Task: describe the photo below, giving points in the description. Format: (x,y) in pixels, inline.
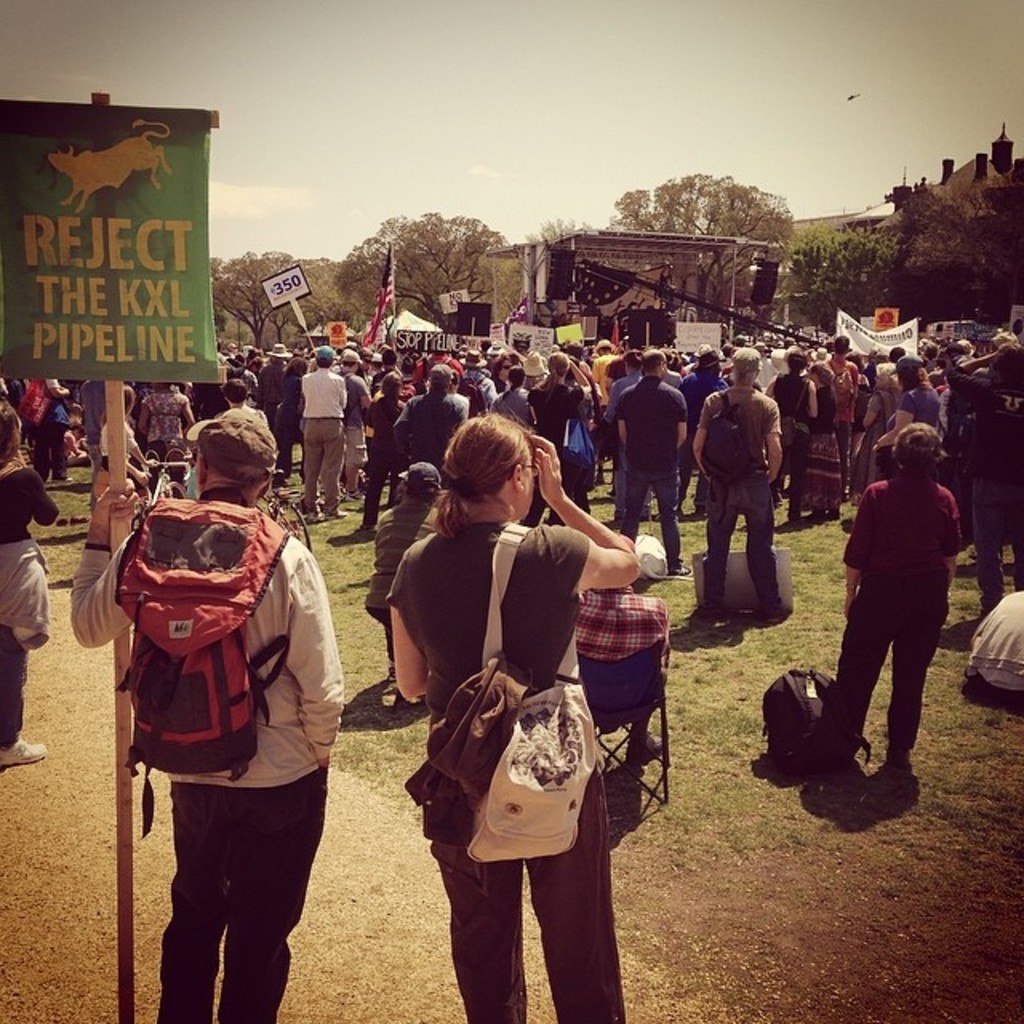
In this picture I can see few people (577,566) are standing and I can see a shelter (616,256) and couple of tents (396,320) and few people (443,363) holding placards (32,135) and I can see a banner (903,347) with some text (906,328) and I can see few trees (773,234) and a building (973,204) and I can see few of them wore bags (121,580) and I can see few bags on the ground (728,721) and a woman (599,607) seated on the chair (666,789) and I can see a cloudy sky (487,68).
